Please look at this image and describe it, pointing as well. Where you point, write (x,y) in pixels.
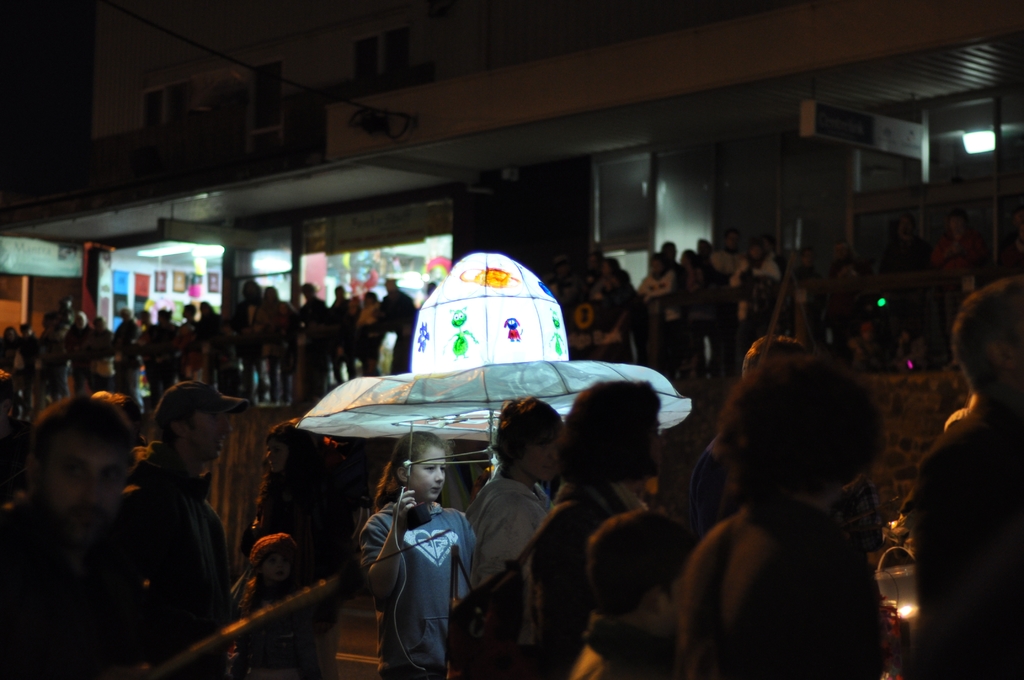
In this image we can see persons (205,488) standing on the street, stores (389,263) and a building (411,41).
